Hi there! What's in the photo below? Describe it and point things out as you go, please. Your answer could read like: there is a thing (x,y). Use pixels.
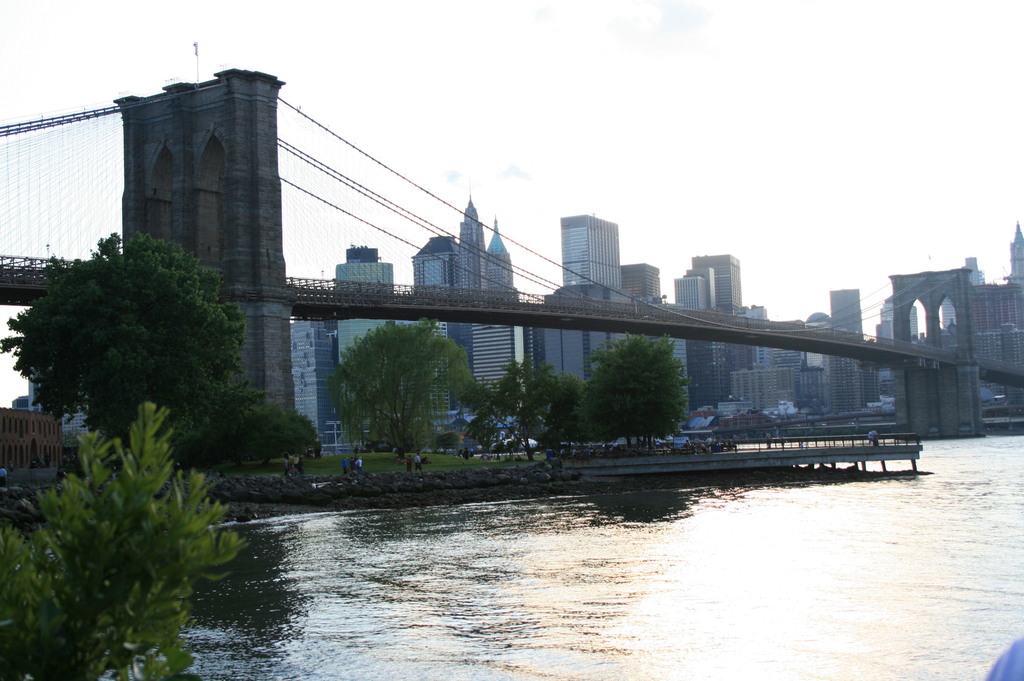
There is water (586,508). On the sides there are trees (465,395). Also there are few people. There is a bridge (751,327) with pillars (908,384). In the background (865,366) there are buildings (382,274). Also there is sky (1001,271).
